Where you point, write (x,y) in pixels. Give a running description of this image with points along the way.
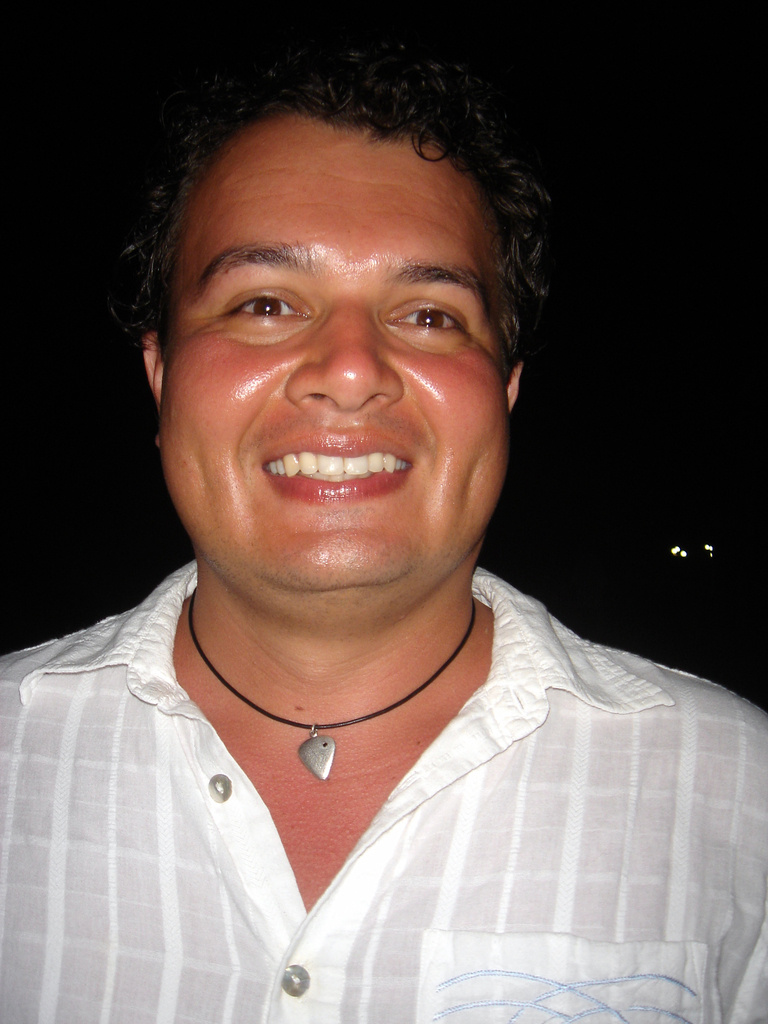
In this picture we can see a man (89,822) smiling, locket (318,761) and in the background (68,483) it is dark.
